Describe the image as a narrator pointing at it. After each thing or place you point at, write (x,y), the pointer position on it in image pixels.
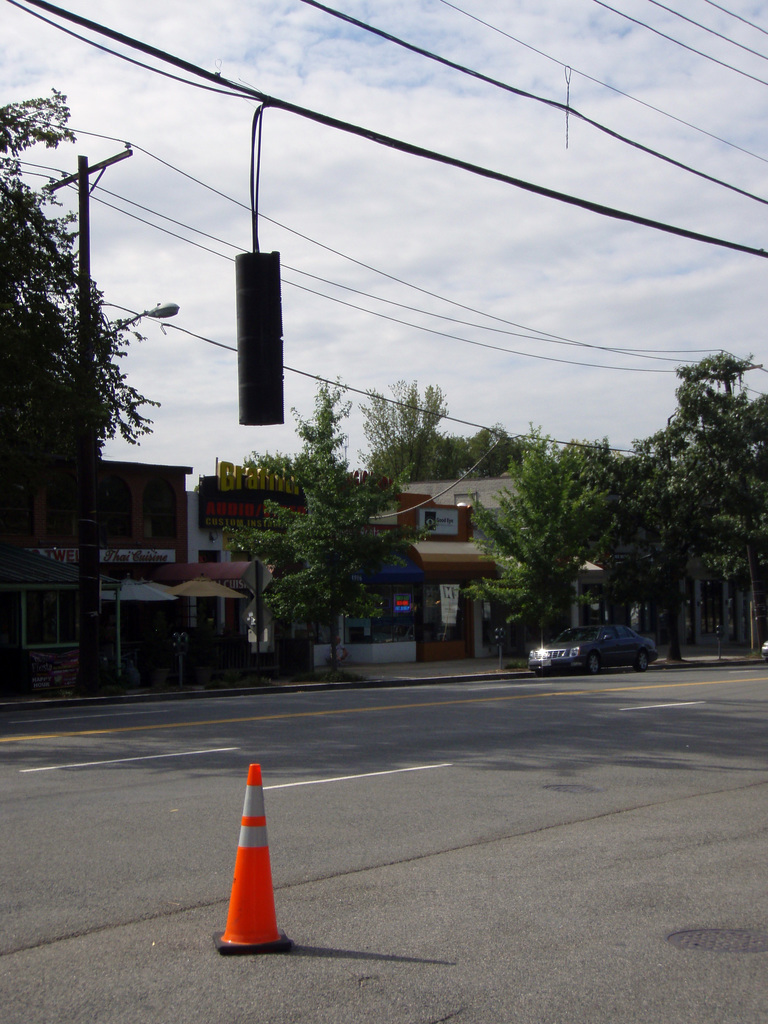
In this picture I can see many buildings (38,487) and trees (384,407). On the left (99,161) there is an electric pole (55,188) and electric wires (465,421) are connected to it. In the bottom left (234,941) there is a traffic cone (221,937) on the road (277,829). On the right (612,657) there is a car (595,657) which is parked near to the tree (711,499). At the top (502,90) I can see the sky (513,103) and clouds (496,42).
